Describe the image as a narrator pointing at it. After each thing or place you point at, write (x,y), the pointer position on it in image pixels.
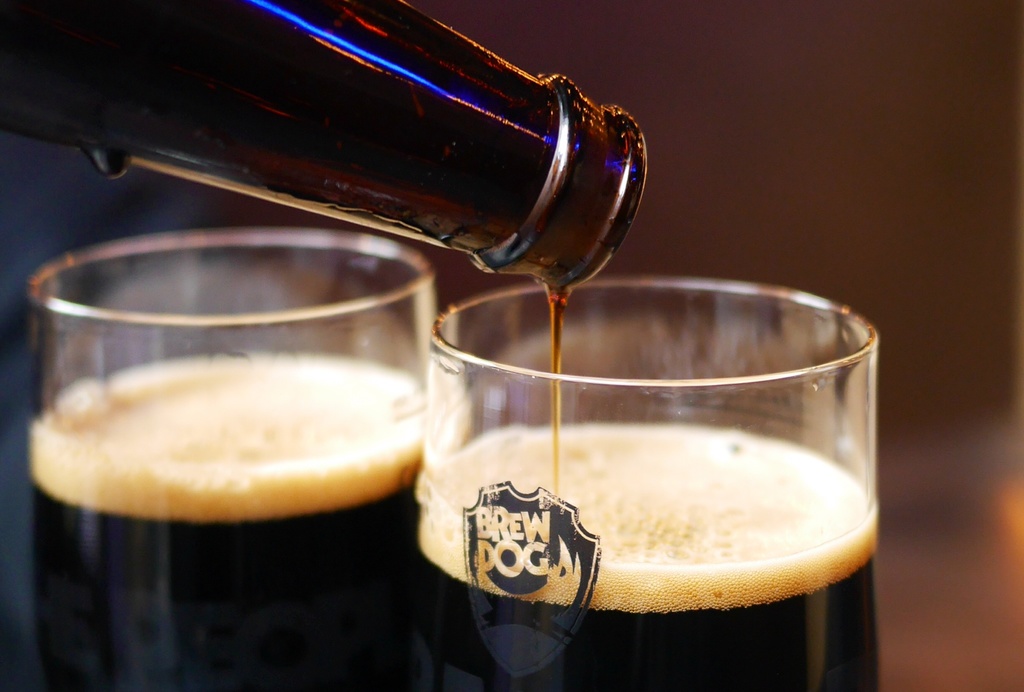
In the picture we can see two glasses (78,283) of drink (313,584), which is black in color and serving with a bottle (75,99) in the glass (542,508).
